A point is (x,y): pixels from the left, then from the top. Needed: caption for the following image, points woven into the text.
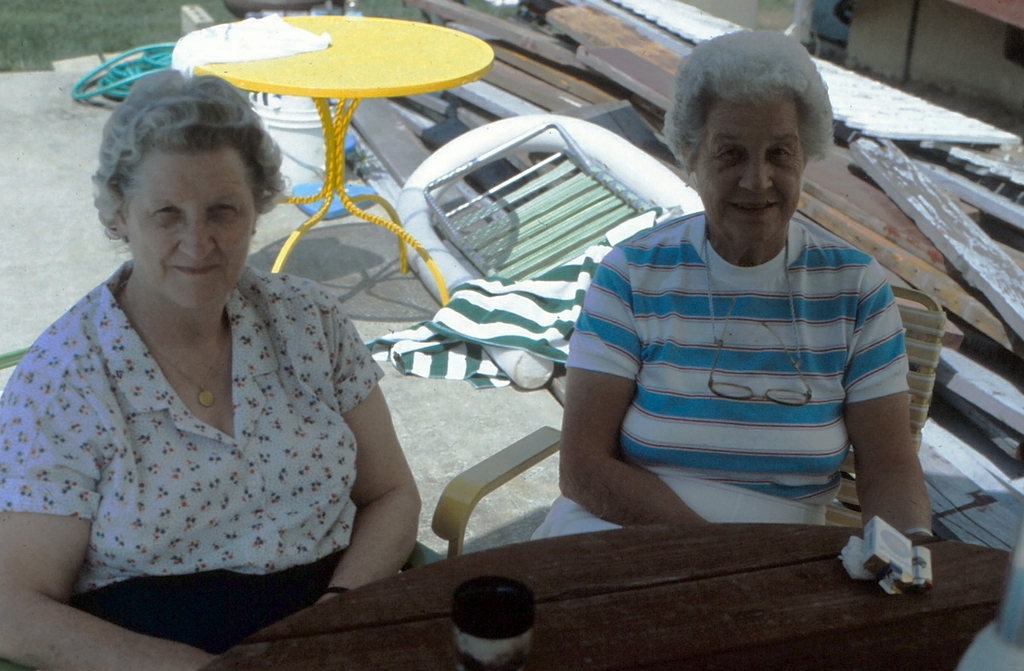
In this image I see 2 women (160,661) sitting on a chair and there is a table (404,652) in front (411,665) and there is a cup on it. In the background (374,188) I can see a table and a cloth (454,354) and lot of things (421,265) and the floor (427,441).
